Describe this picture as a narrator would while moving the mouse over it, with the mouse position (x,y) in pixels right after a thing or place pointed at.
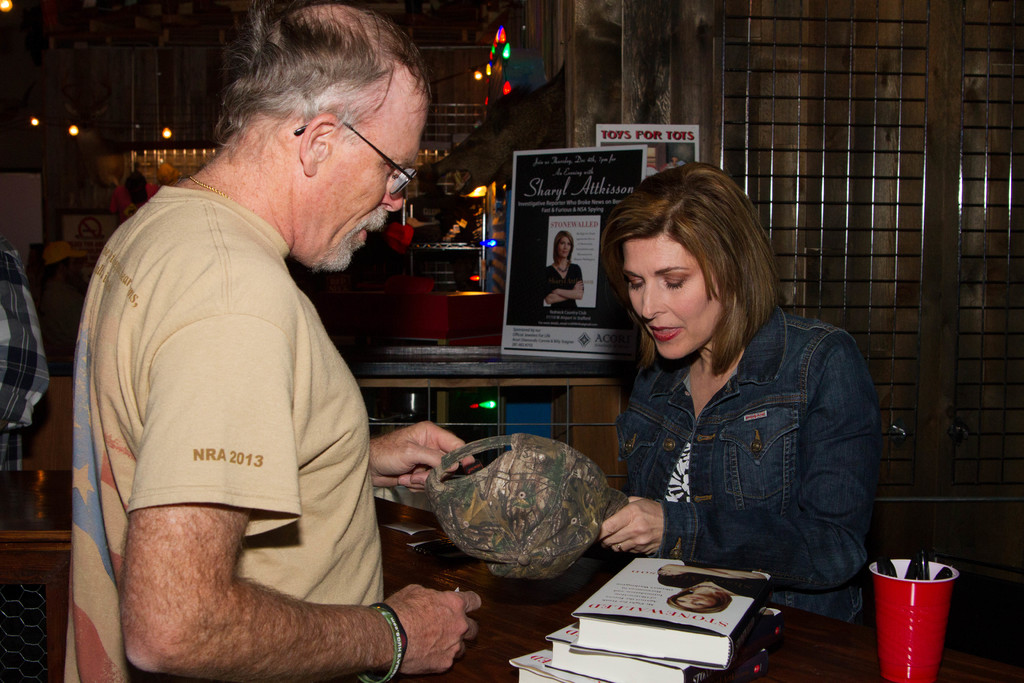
There is a person (265,398) standing in the left corner (236,455) and there is a woman (728,427) standing in front of him holding a cap (601,514) in her hand (629,511) and there is a table (518,615) in between them which has books (617,616) and some other objects (921,580) on it.
